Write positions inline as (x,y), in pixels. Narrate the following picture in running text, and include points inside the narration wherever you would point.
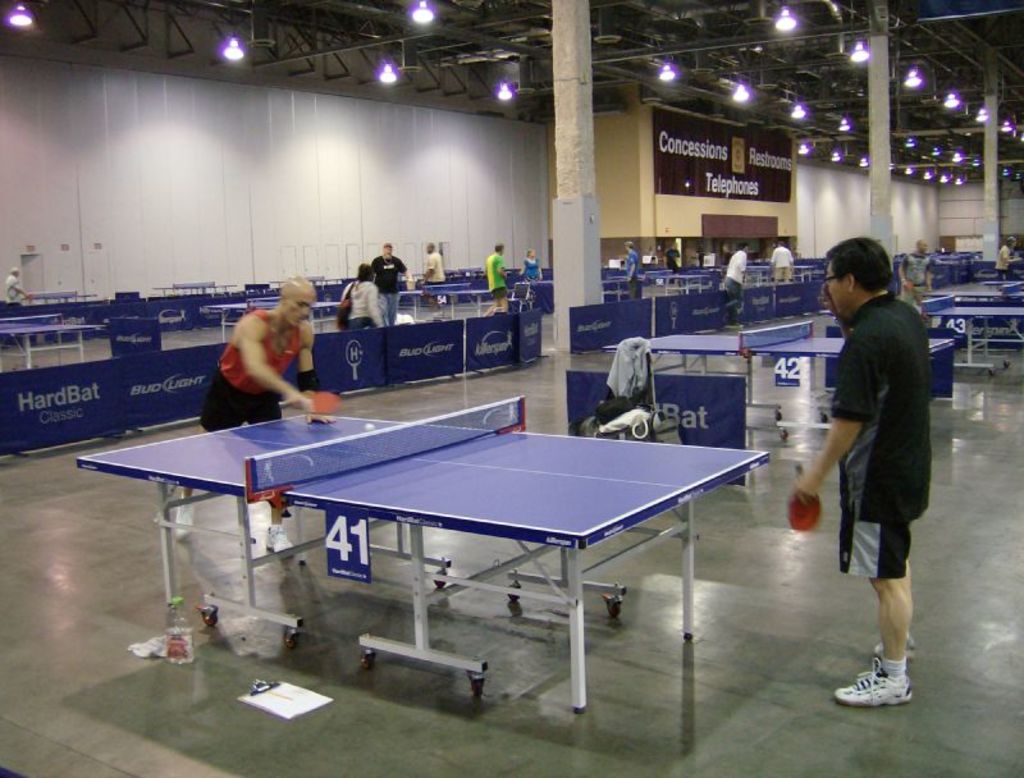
In this picture there are two person (217,418) standing in the foreground (241,368) and holding the bats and there is a ball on the table (377,484). At the back (780,192) there are tables (1005,340) and there are group of people (493,310) and there is a board (737,186) on the wall (754,216) and there is text (722,177) on the board (766,174). At the top (1003,132) there are lights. At the bottom (921,647) there is a floor (970,602).
